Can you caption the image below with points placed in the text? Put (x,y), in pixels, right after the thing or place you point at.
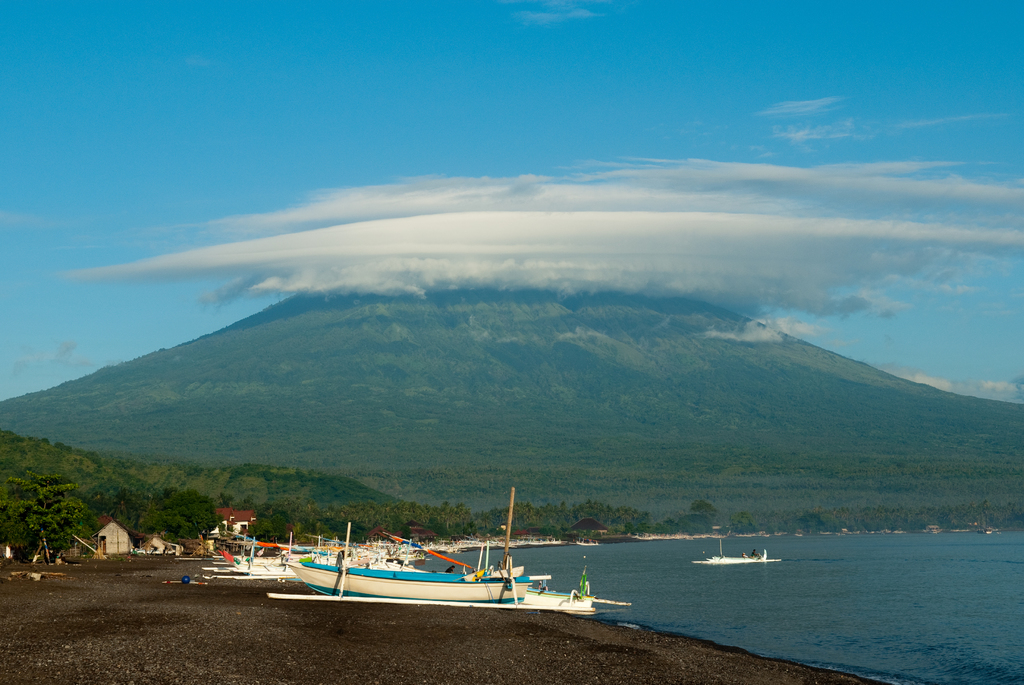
At the bottom of the image (212,637) there is a shore (317,646) with many boats (351,554). On the right side of the image (970,625) there is water (707,545). In the background (722,534) there are trees (172,491) and hills (465,479). At the top of the image (357,149) there is a sky (133,149) with clouds (375,217).
